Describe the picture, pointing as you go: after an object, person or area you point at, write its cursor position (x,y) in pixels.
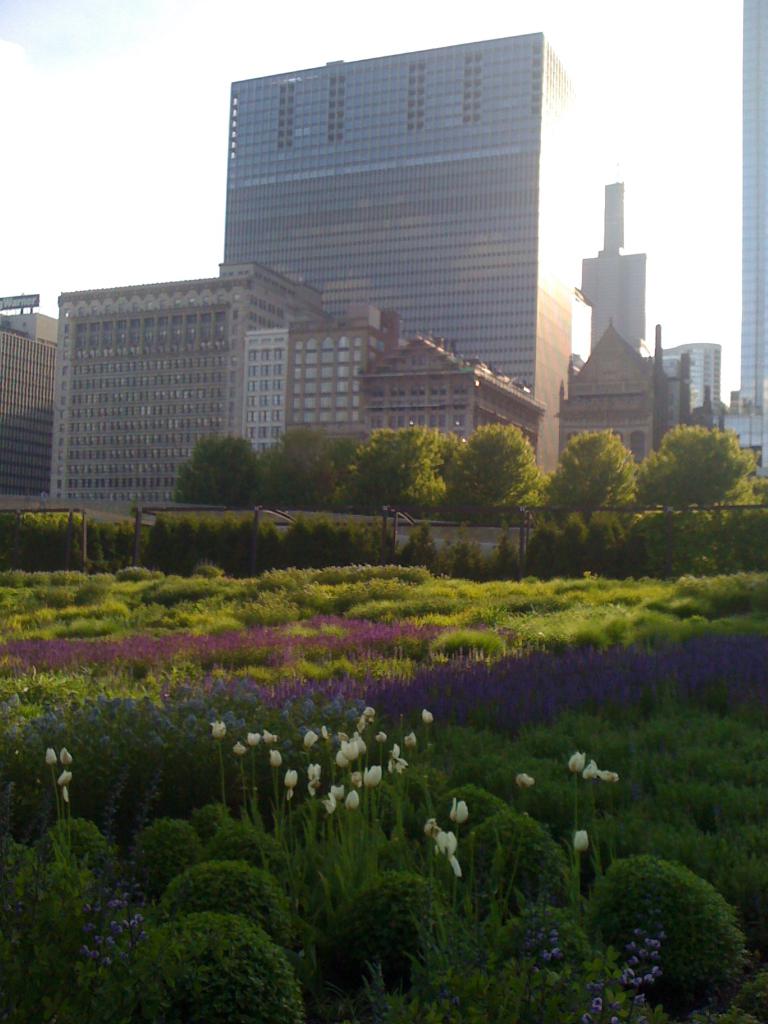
In this image there is a garden (503,638), in the background (559,574) there are trees (350,497), buildings (333,278), and a sky (266,52).
